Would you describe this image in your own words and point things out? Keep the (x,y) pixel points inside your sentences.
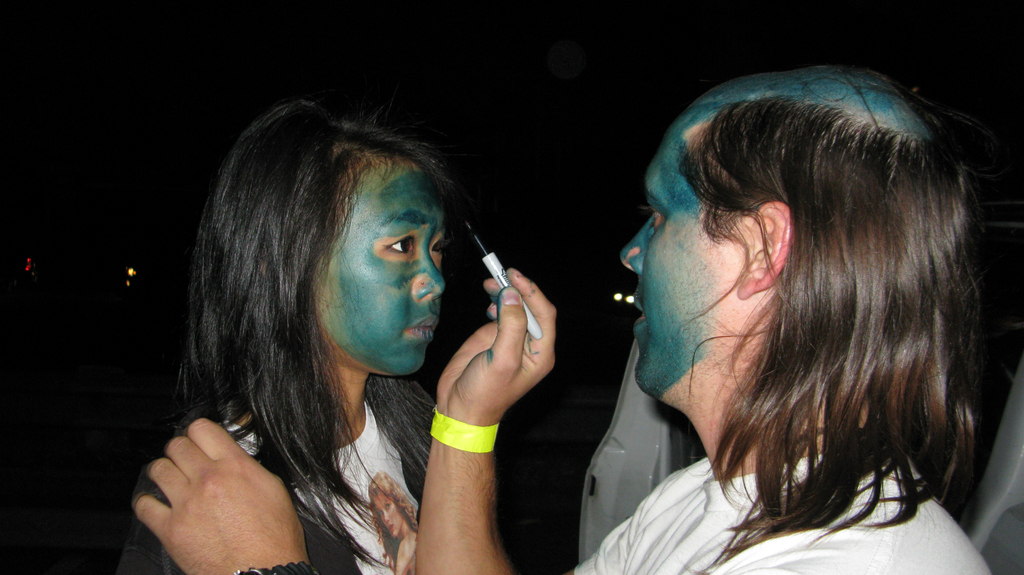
In the picture I can see a man (663,222) on the right side (905,315) and he is holding a sketch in his right hand (464,361). I can see a woman (371,551) on the left side (227,232). I can see the green color paint (368,259) on their faces (665,176).
